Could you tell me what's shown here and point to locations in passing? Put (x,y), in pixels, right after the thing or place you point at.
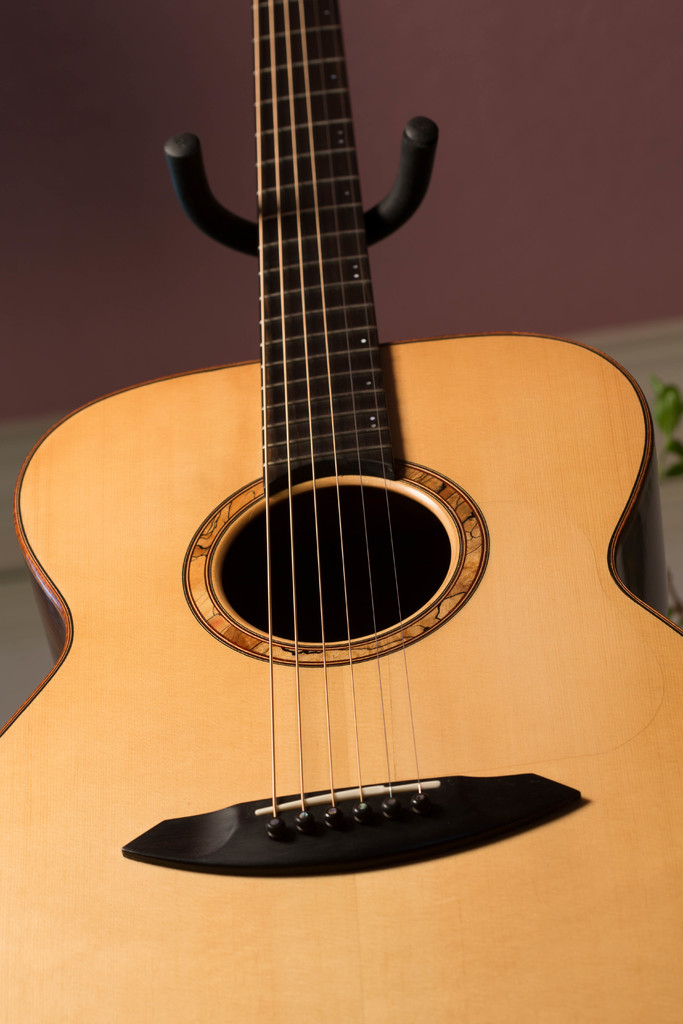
In this picture we can see a beautiful brown color guitar (225,698) on the stand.
